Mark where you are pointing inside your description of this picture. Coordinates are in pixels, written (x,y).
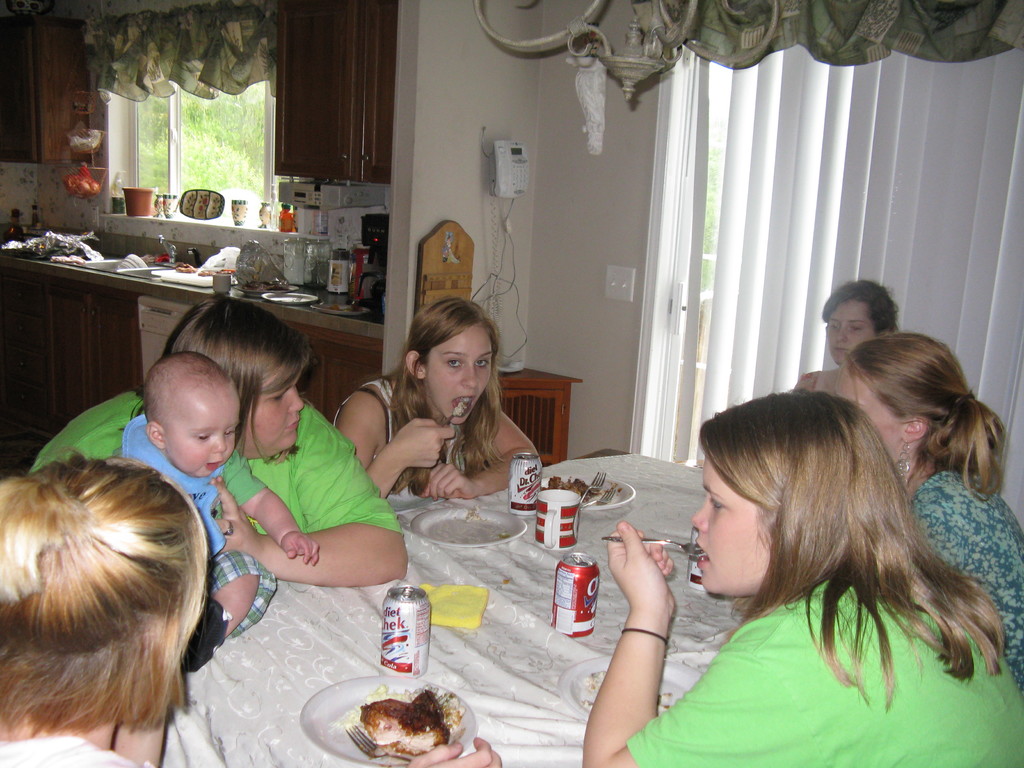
In the image there are group of women (870,537) sat on chairs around the table (609,581) having food (420,714) and this picture clicked in the kitchen room (22,168), On right side (832,188) there is window (722,139) with curtain (811,201).
